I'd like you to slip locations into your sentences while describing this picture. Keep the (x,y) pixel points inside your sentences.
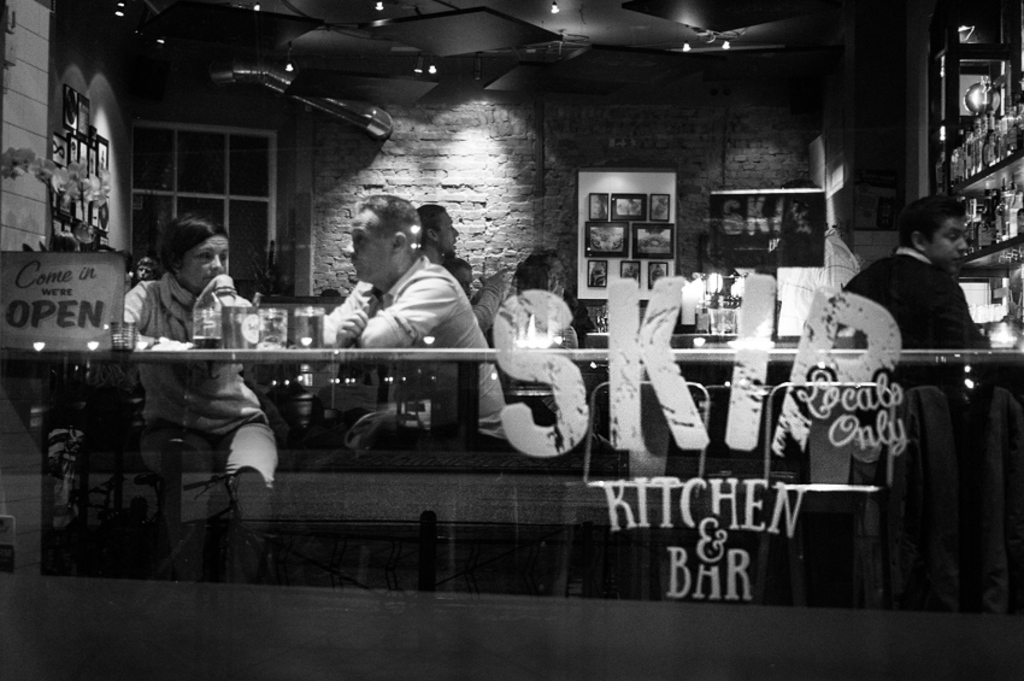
This persons (900,294) are sitting on a chair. In-front of them there are tables (222,358). On a table (179,355) there are cups (281,336). This is window (233,181) with glasses (199,163). On a wall (682,235) there are different type of pictures (666,237). Roof (620,27) with lights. This is a rack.
